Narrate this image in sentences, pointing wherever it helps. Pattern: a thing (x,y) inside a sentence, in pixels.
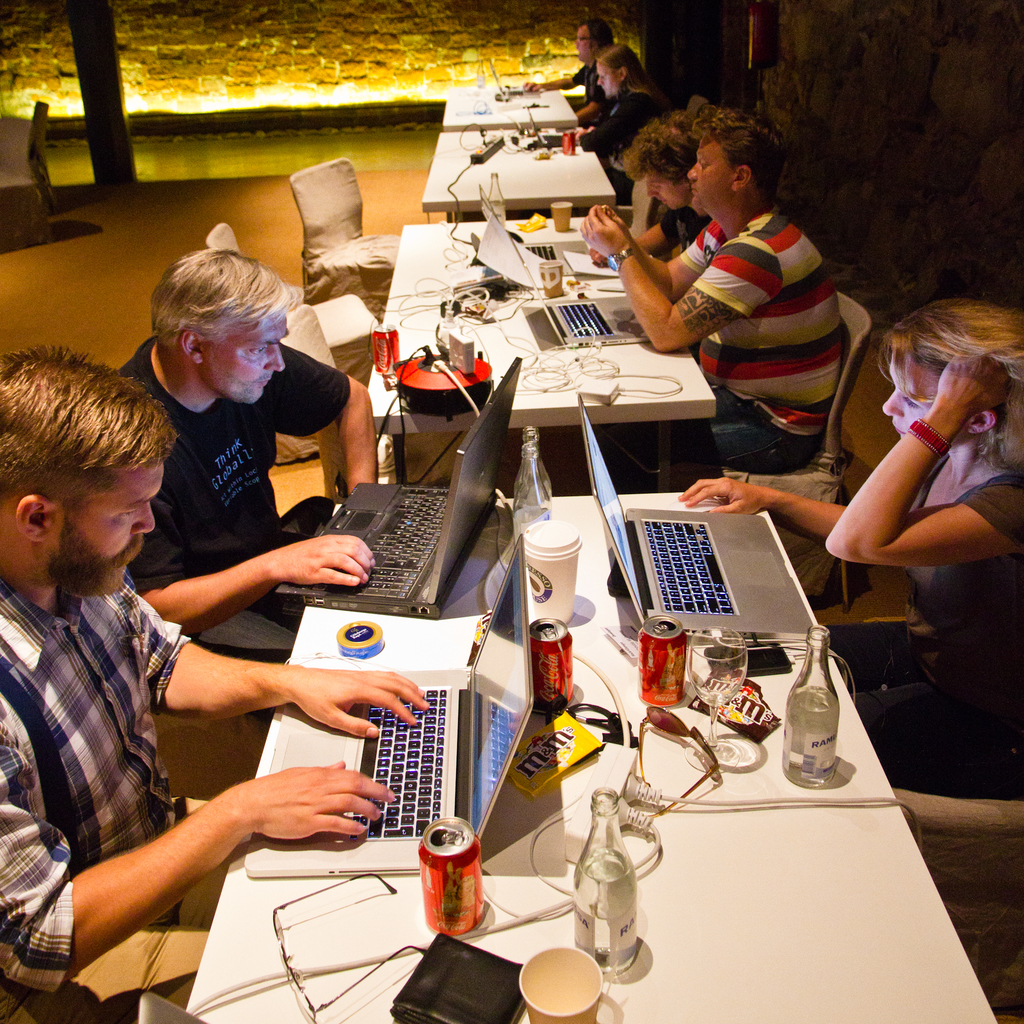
In this picture, we see many people (145,447) sitting on either side of the table (409,879). On table (641,872), we see coke bottle (463,865), spectacles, purse (443,948), laptop (460,799), glass (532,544) and cover (585,728). We see many people (350,551) operating laptop (324,854). Behind them, we see a wall (290,48) made of bricks (401,87). We even see lights (397,90).
